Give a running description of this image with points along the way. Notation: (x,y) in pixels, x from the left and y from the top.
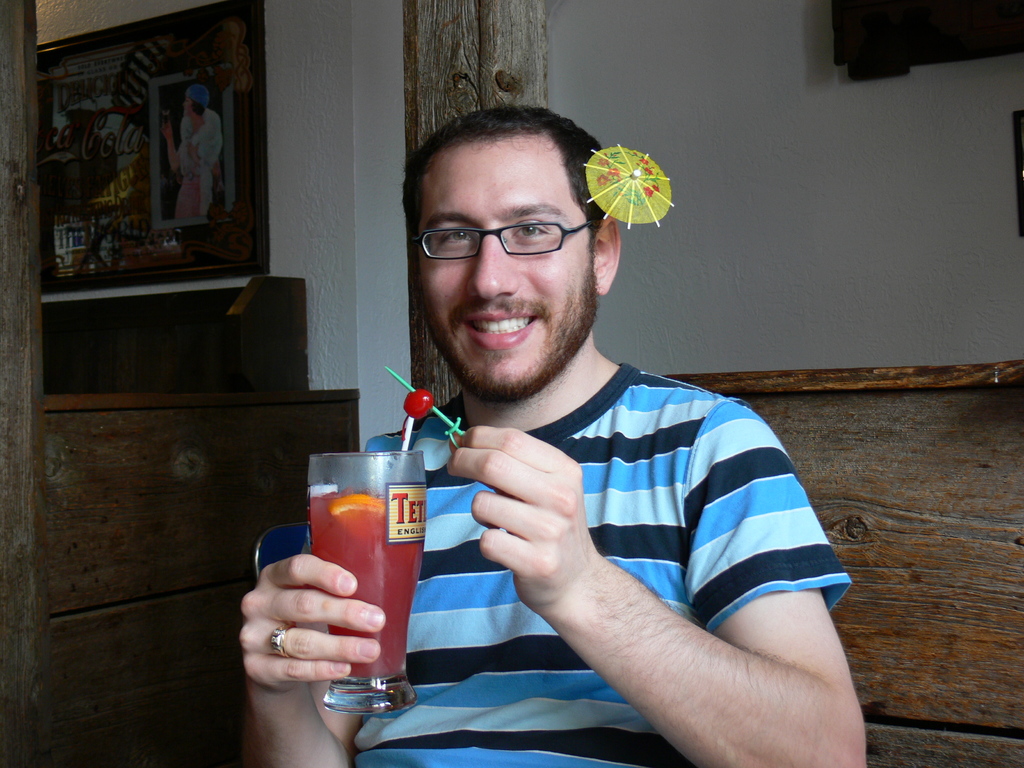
In this image I can see a man (577,169) is holding a juice glass (406,564) in hand (342,637) is sitting. In the background (830,189) I can see a wall (862,189) and a wall painting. This image is taken in a room (441,112).
